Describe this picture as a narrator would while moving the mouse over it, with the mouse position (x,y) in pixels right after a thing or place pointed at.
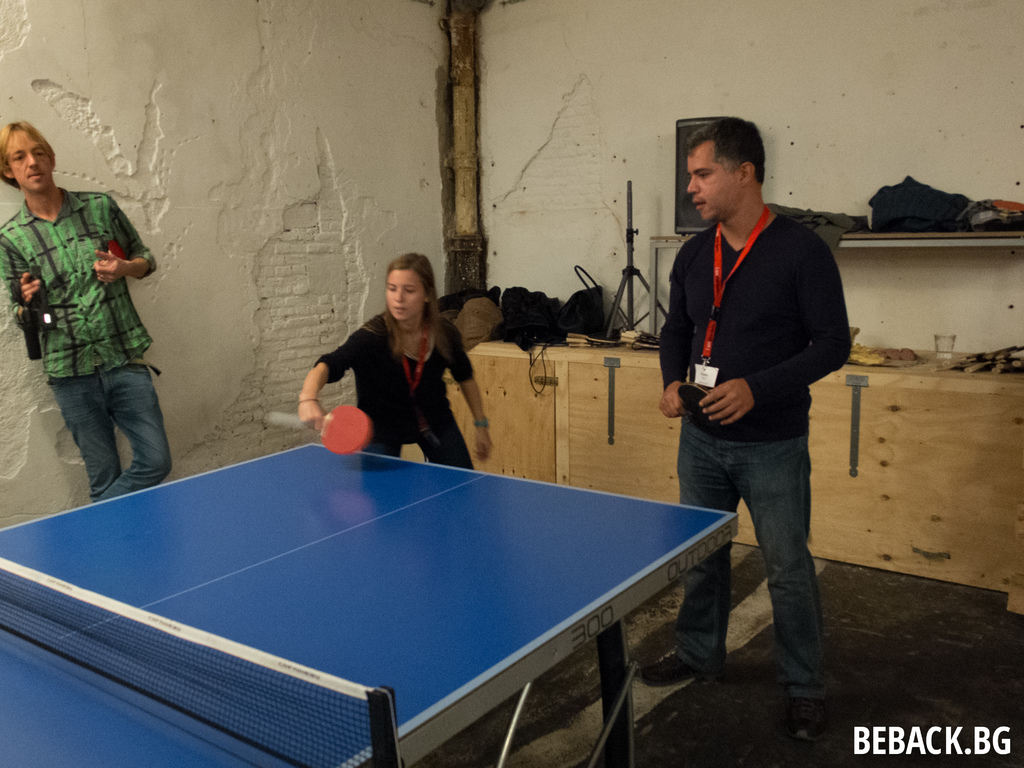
This picture is of inside. On the right (809,260) there is a Man (754,323) wearing a black color t-shirt (766,381), holding a bat (695,401) and standing. In the center (426,471) there is a table-tennis table (353,600) and a Woman (402,319) holding a bat (362,420) and standing. On the left (71,212) there is a Man (48,246) wearing green color shirt (104,325) and standing. In the background (578,393) we can see a table (953,412) on the top of which some food (901,357) and a glass of water (944,351), some clothes (527,309) and a stand (622,280) is placed and there is a wall (643,30).
